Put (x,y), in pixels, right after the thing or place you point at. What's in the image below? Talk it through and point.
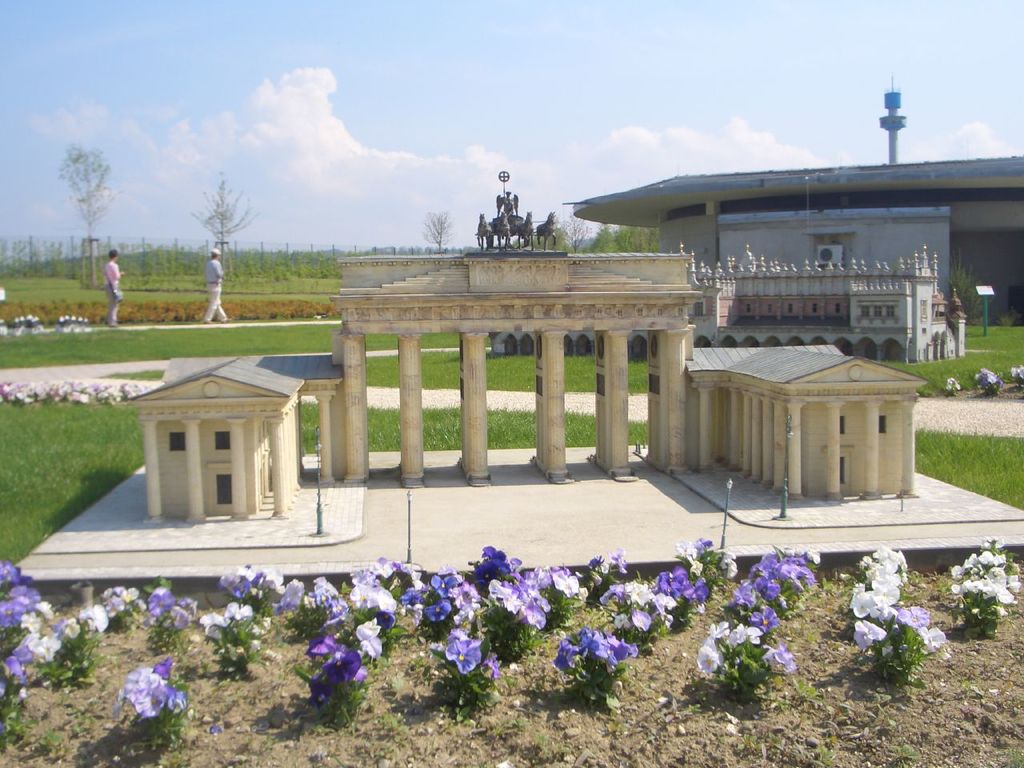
In this image there are plants (779,601) with flowers (767,585) in the foreground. There is sand (930,693). There are model mini houses (500,275). There is sculpture (500,238) of horses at the top of house (441,271). There is road (524,468). There are people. We can see building (901,225) on the right side (1013,204). There are trees (173,267). There is sky (374,154).
